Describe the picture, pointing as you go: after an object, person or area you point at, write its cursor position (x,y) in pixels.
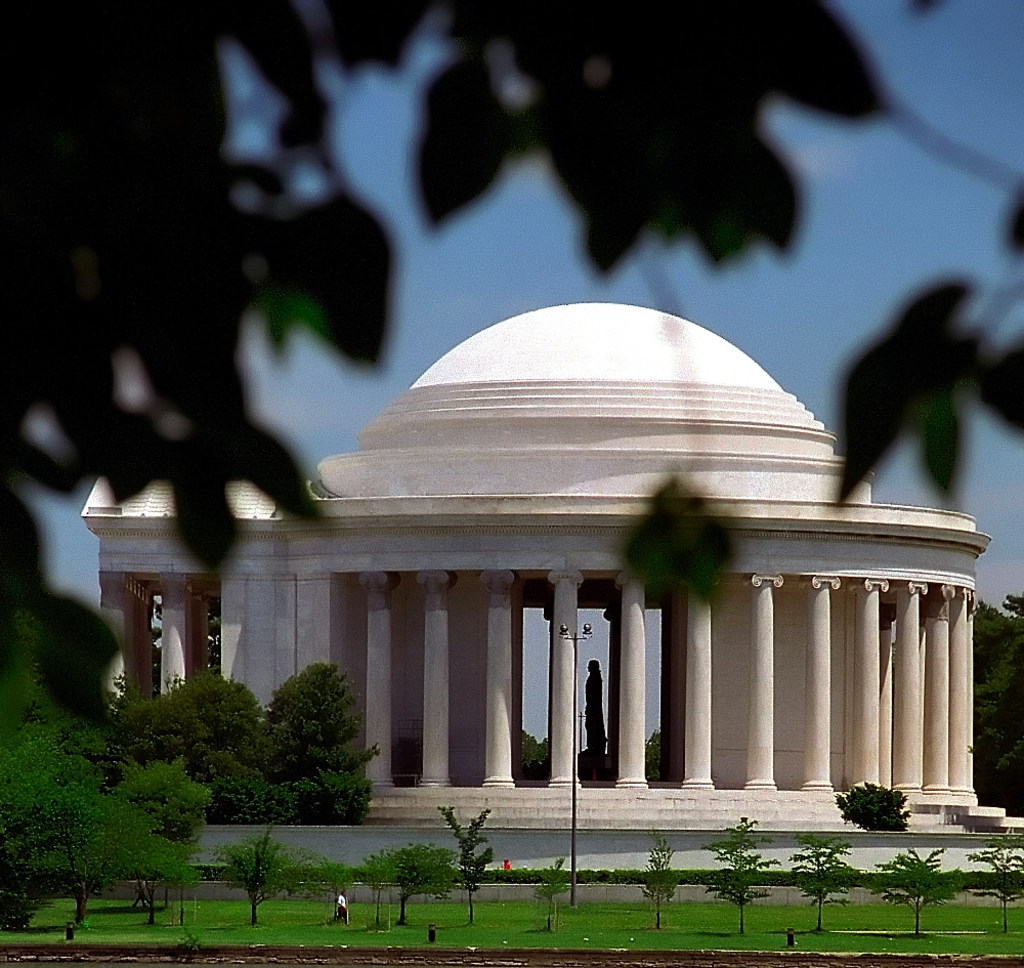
In this image I can see trees (14,786), grass (9,939) and plants (934,874). There is a white building (552,597) which has many white pillars (899,641). There is sky (867,254) at the top (897,254).
